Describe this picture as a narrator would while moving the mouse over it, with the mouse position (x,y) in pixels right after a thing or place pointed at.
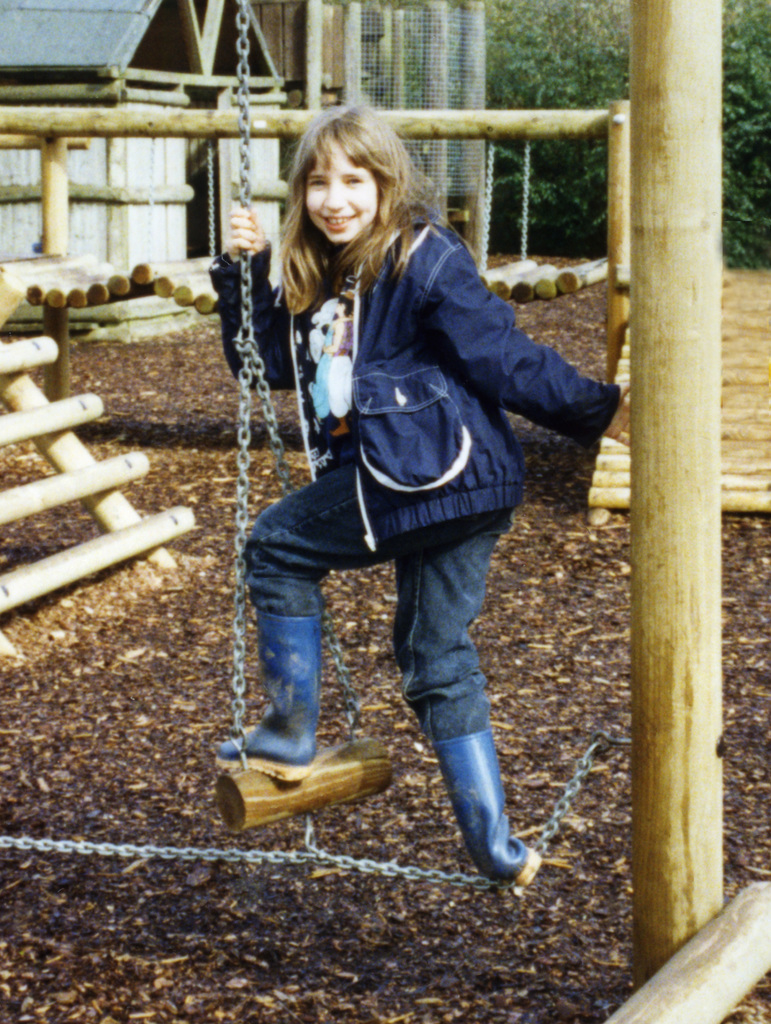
In this image I can see the person (321,451) holding the chain (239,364) of the swing (245,806). The person (239,759) is wearing the blue color dress (328,476). To the side of the person (602,417) I can see the many wooden objects (646,239). In the background (182,28) I can see the house (269,76) and many trees (505,104).
